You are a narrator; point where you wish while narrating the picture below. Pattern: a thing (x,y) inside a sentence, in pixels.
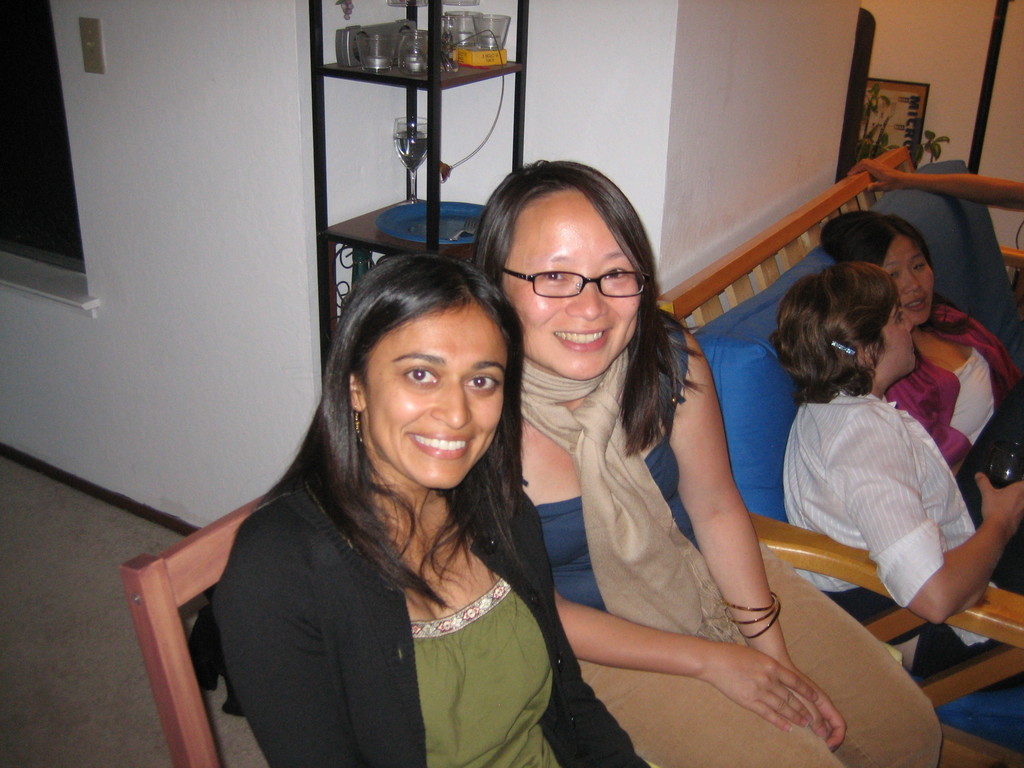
This image is clicked inside a room (133,198). There are 4 persons (684,527) sitting on seats (200,698). There are glasses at the top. There is a photo frame (915,111) on the right side (918,93).
